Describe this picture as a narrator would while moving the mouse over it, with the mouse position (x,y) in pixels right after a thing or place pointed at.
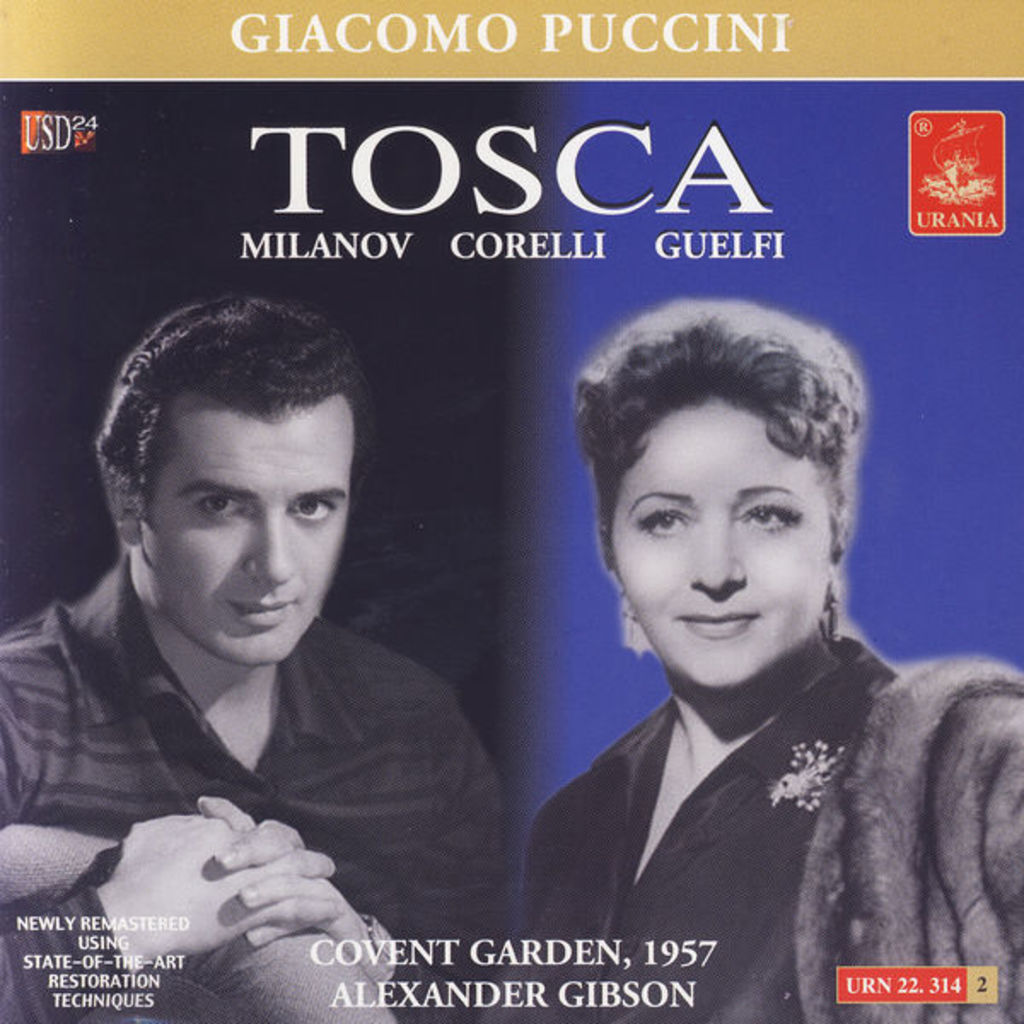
It is the cover page (263,966) of a CD album (443,412), there are two black and white images (481,770) of a man (442,770) and a woman (567,882). Some text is mentioned below the page (440,767) and it is written as "TOSCA" on the page (659,55).
